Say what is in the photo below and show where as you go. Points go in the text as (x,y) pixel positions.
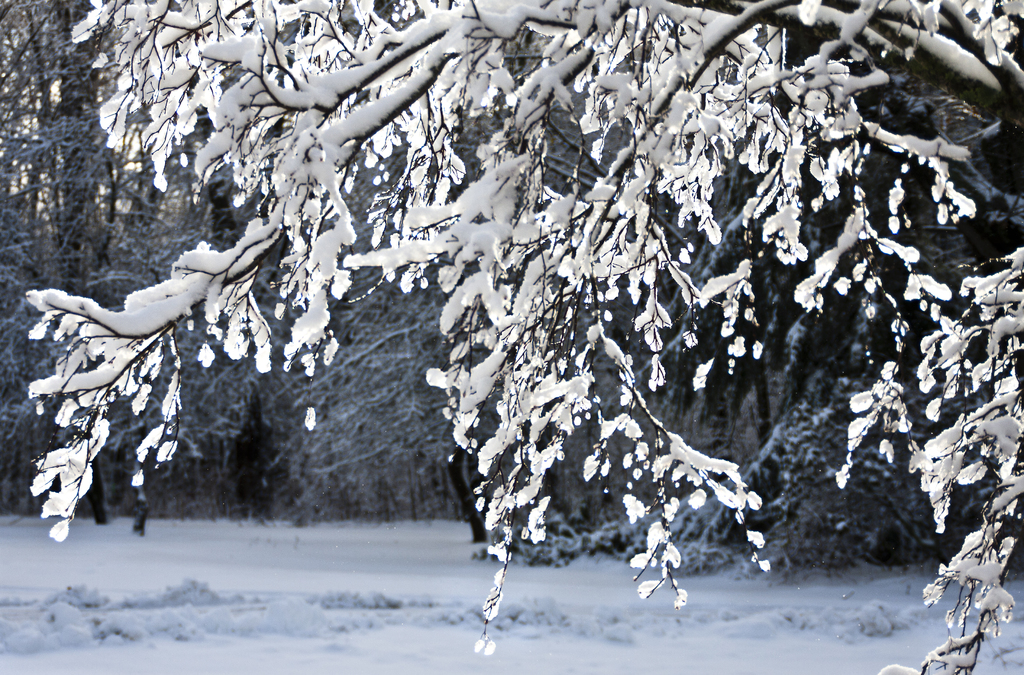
In this picture we can see snow (324,621) on the ground (321,604) and in the background (597,540) we can see trees (532,243).
